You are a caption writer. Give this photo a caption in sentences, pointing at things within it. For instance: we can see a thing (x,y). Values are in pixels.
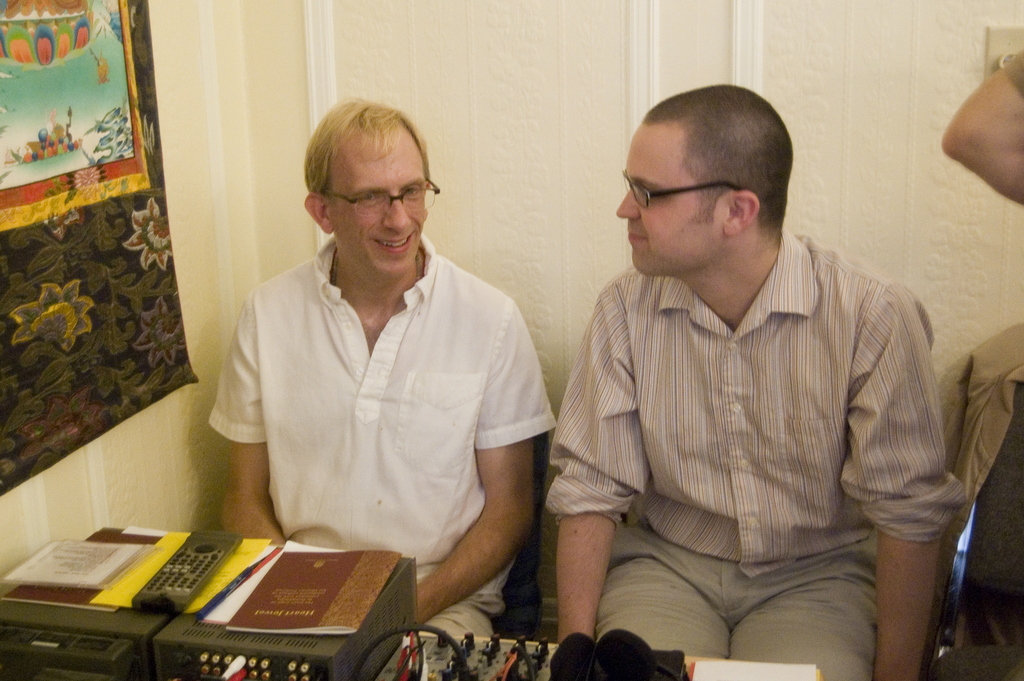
In this image two persons (669,370) are sitting. In front of them there are few electronic instruments (383,636), books (278,598), remote (182,579). In the right (986,149) a person's hand (988,135) is visible. Here there is a hanging (66,55). In the background (180,511) there is wall (506,119).
